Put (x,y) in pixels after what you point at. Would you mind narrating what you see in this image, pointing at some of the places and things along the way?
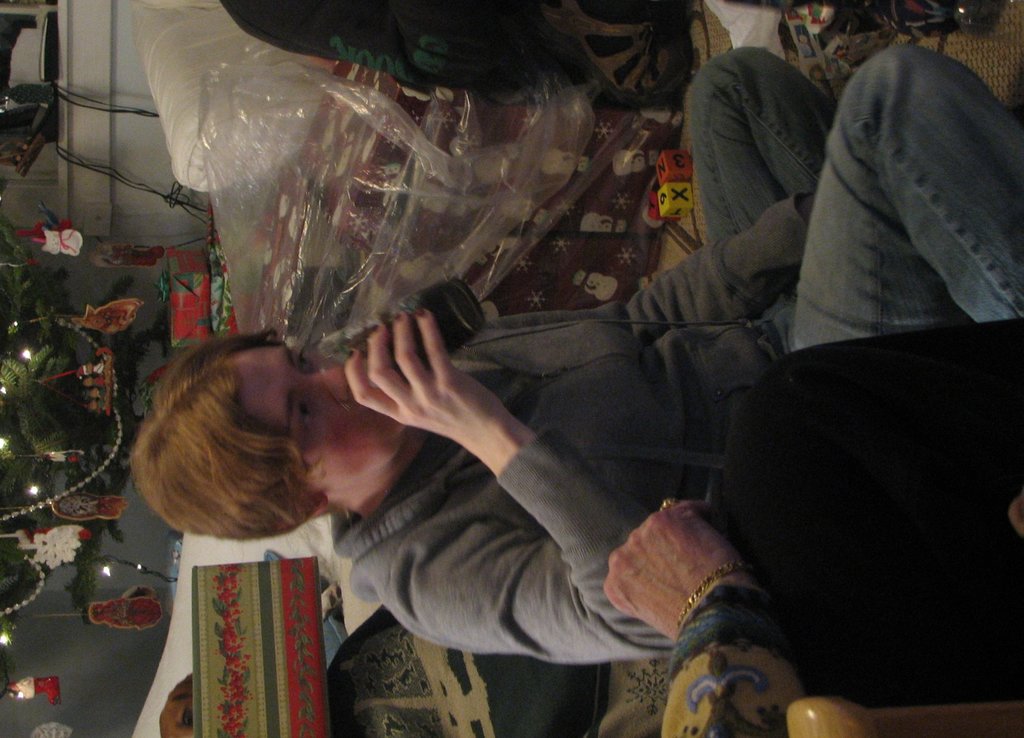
On the right side (766,626), there is a person (776,639) sitting. Beside this person (702,657), there is another person (652,400) sitting, holding a glass (443,320) and drinking. In the background (49,330), there is a Christmas tree (37,401), white wall (90,285) and there are other objects (173,270).
